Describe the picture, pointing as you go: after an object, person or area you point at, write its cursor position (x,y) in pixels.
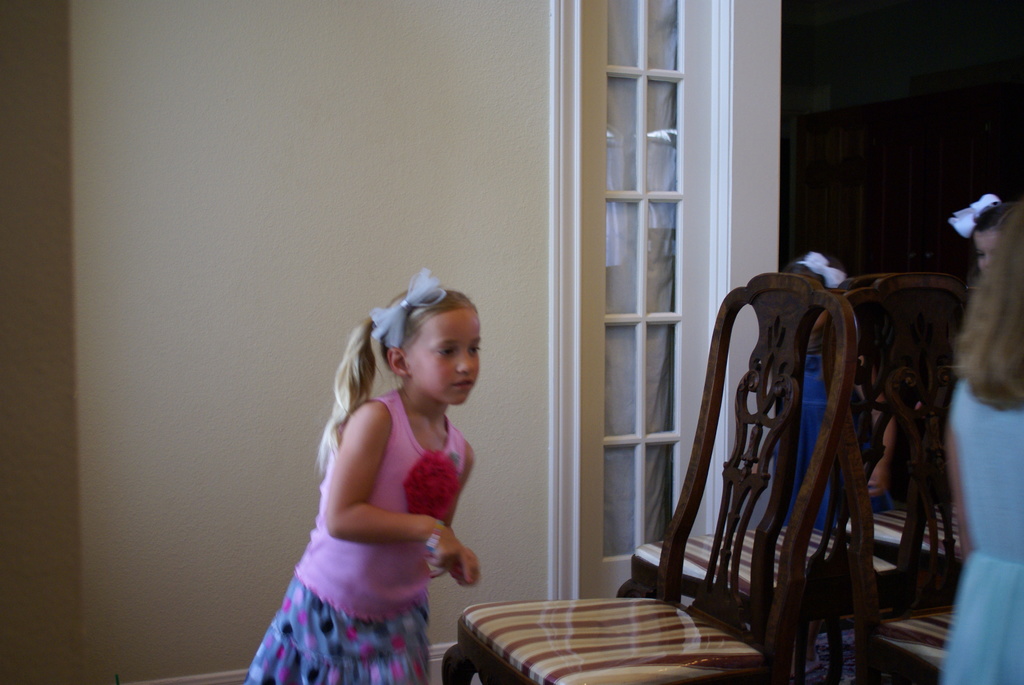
In this image we have a girl (415,526) who is wearing a pink color dress (413,545), on the right side of image (997,542) we have another girl (994,524) who is wearing a blue color dress (980,559). Here we have a chair (679,529) and white colour wall (332,151) and a door (639,286).
